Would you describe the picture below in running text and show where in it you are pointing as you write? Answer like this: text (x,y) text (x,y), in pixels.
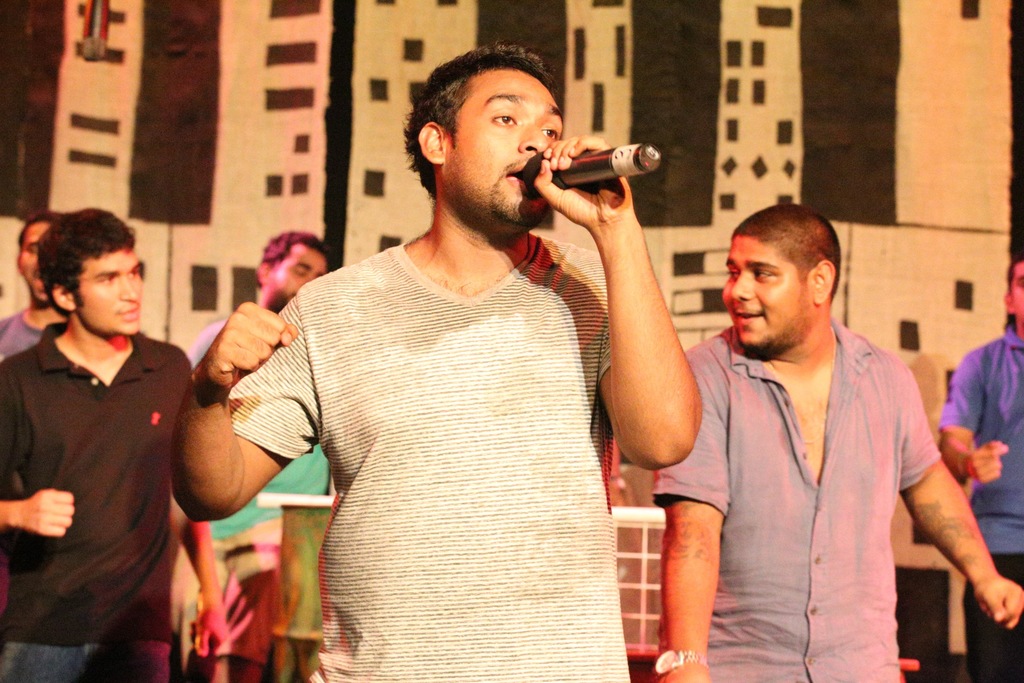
This is a picture of a person (579,275) who is holding mike (561,180) in his left hand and behind there are some other people (47,625).
